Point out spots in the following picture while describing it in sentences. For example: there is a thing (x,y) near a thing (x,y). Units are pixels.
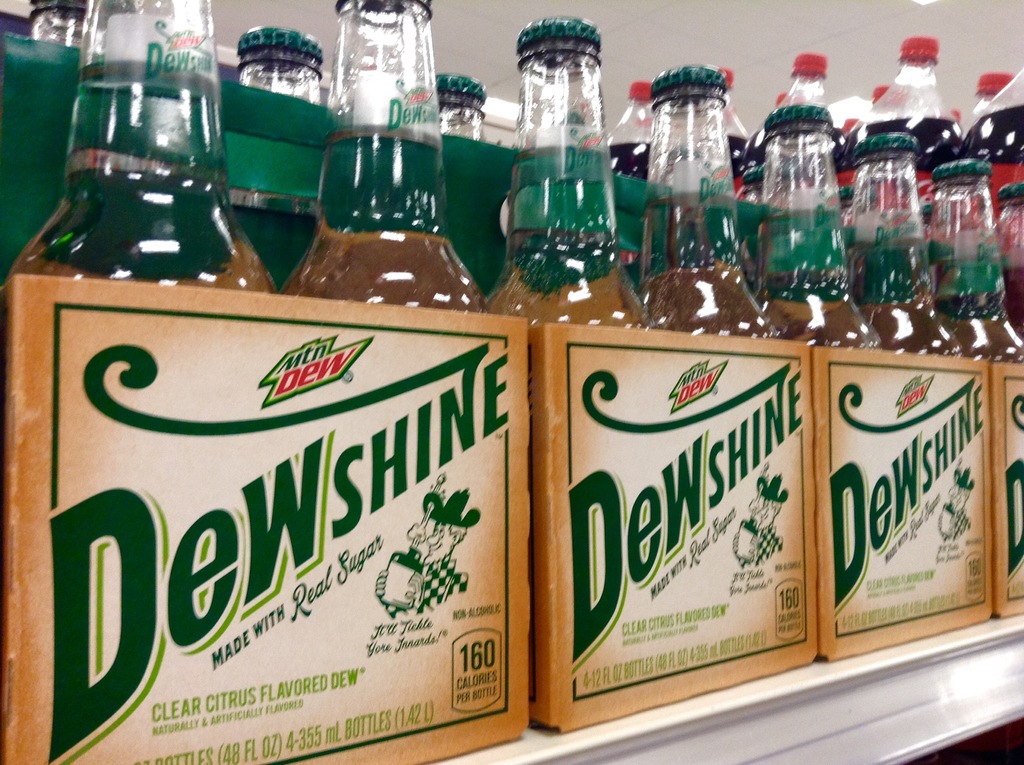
Some bottles (400,253) of cool drinks (778,274) are placed in a rack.
